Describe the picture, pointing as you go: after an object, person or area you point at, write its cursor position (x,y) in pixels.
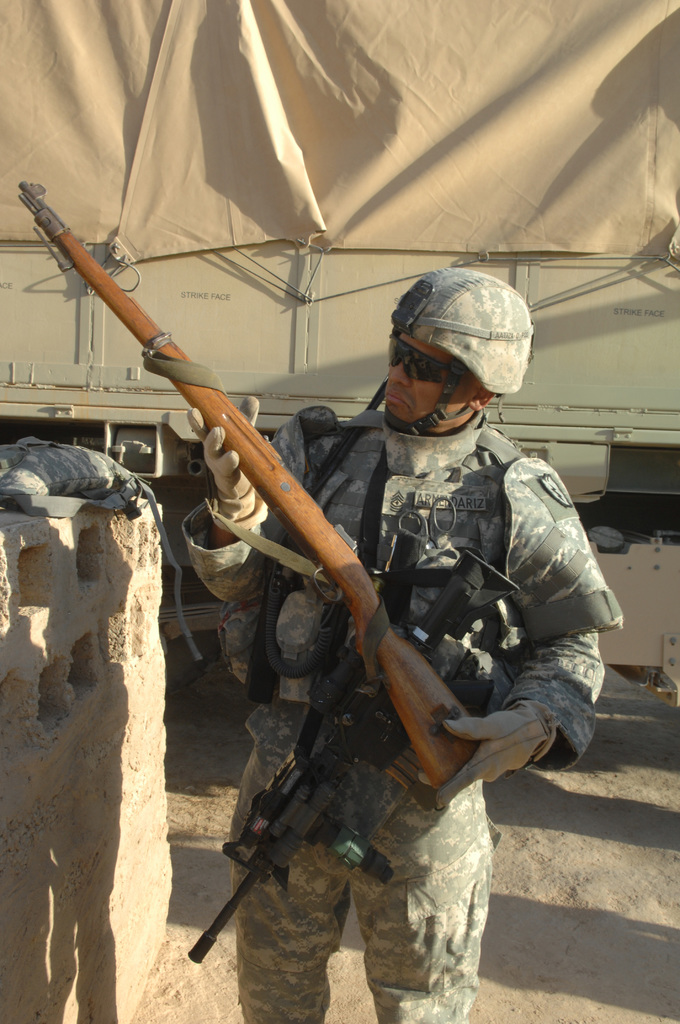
This picture is clicked outside. In the foreground (451,450) there is a person (458,476) wearing uniform (489,449), helmet (496,325) and holding a rifle (216,406) and standing on the ground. On the left (54,504) we can see a backpack (97,488) is placed on an object (52,744). In the background (177,173) we can see a vehicle (472,258) seems to be parked on the ground (213,771).
